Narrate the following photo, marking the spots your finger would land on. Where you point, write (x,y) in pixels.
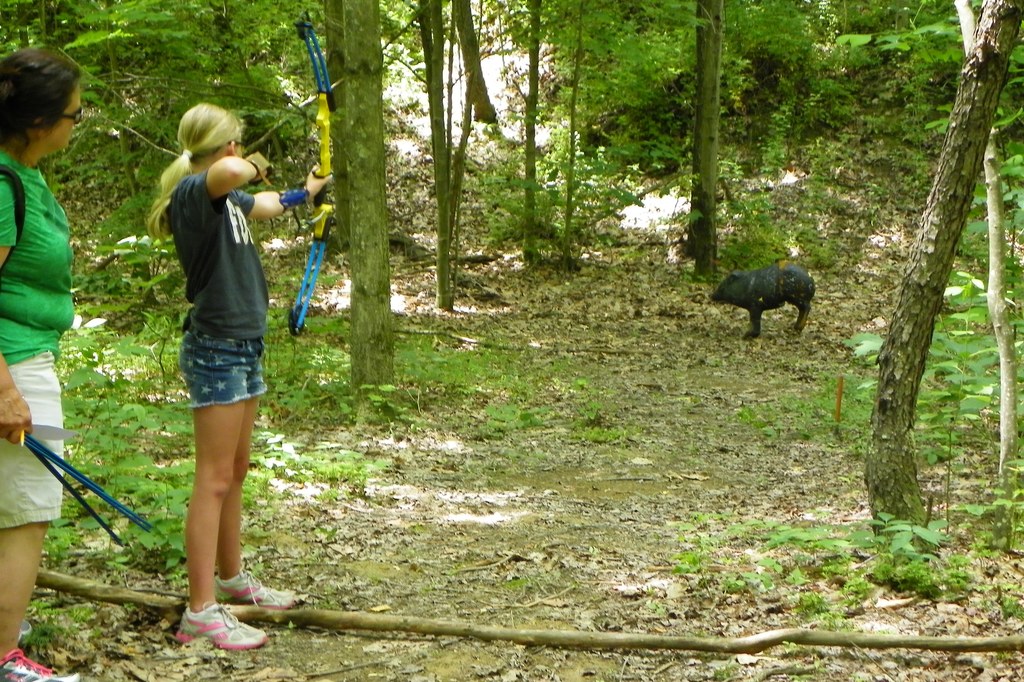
On the right side of the image (733,295) we can see a pig (798,296). On the left side of the image (5,80) we can see two ladies (37,113) are standing and a lady (38,407) is holding the sticks (52,458), paper (61,428) and another lady (195,301) is holding an arrow (316,240). In the background of the image (303,211) we can see the trees (531,172), dry leaves (692,292). At the bottom of the image (519,586) we can see the ground (441,642), log (442,626) and plants (92,459).
